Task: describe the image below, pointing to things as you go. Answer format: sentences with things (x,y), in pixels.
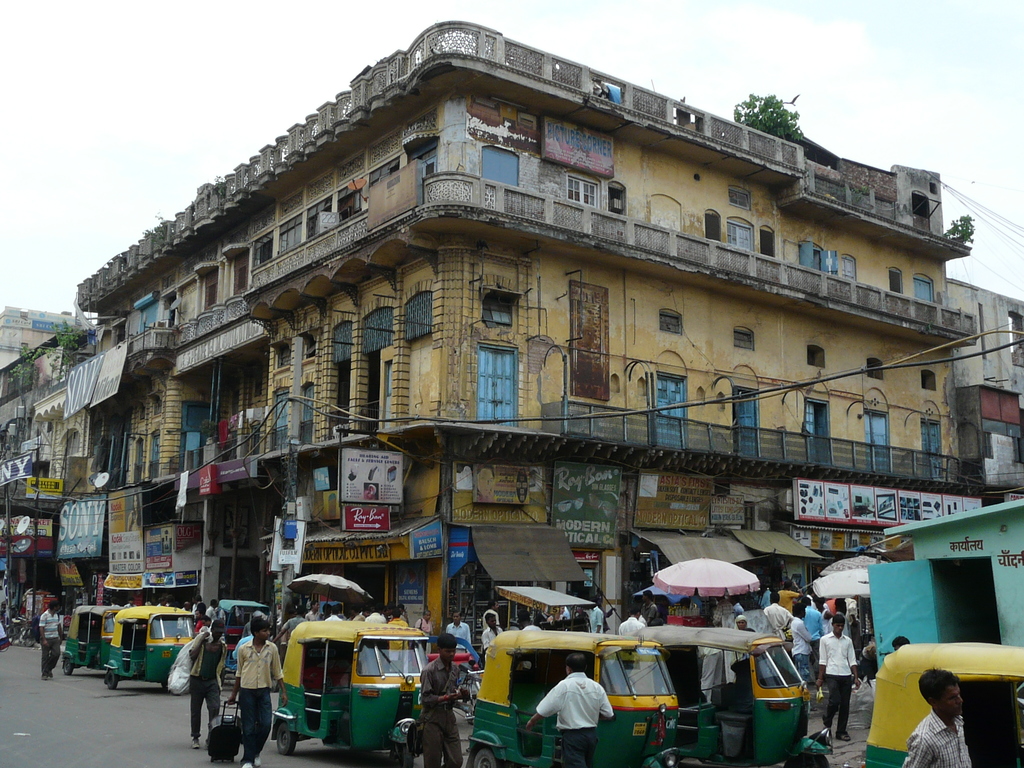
In this image there are buildings (404,488), boards (365,498), hoardings (112,518), umbrellas (717,587), vehicles (762,641), people (945,728), leaves (779,123), sky (992,90) and objects (8,521). Something is written on the boards (452,528). Vehicles (1003,729) and people (244,714) are on the road (126,734). Few people (268,686) are holding objects (187,666).
